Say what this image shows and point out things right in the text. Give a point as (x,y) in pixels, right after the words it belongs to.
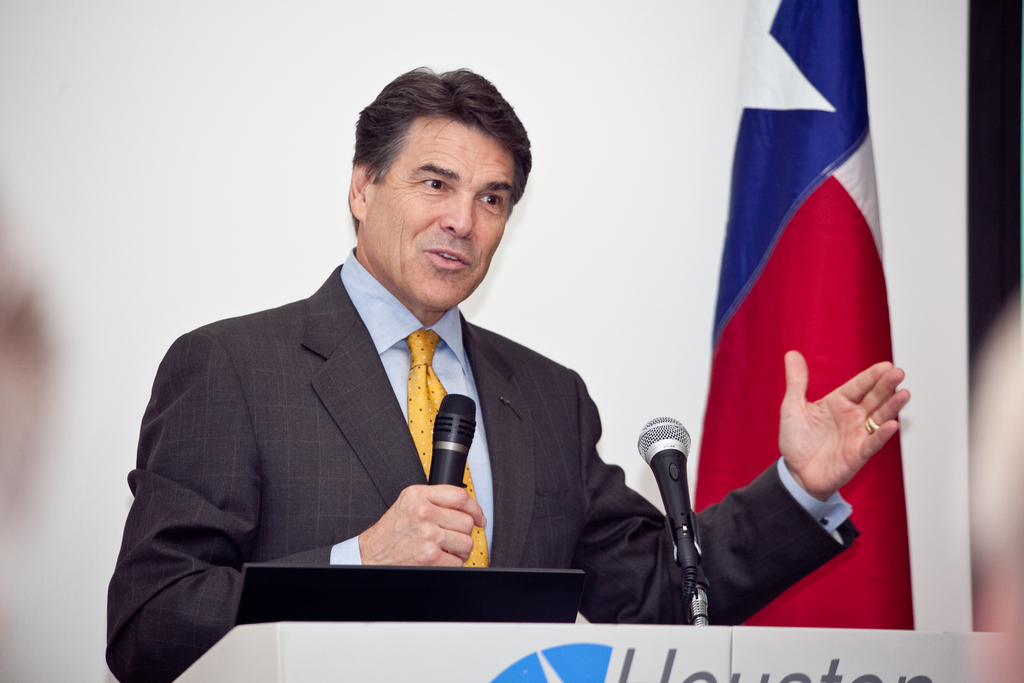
In the center of the image (427,259) there is a person (367,228) standing at the desk (518,632) with a mic (465,440). In the background (185,68) there is a wall (535,74) and flag (762,142).
